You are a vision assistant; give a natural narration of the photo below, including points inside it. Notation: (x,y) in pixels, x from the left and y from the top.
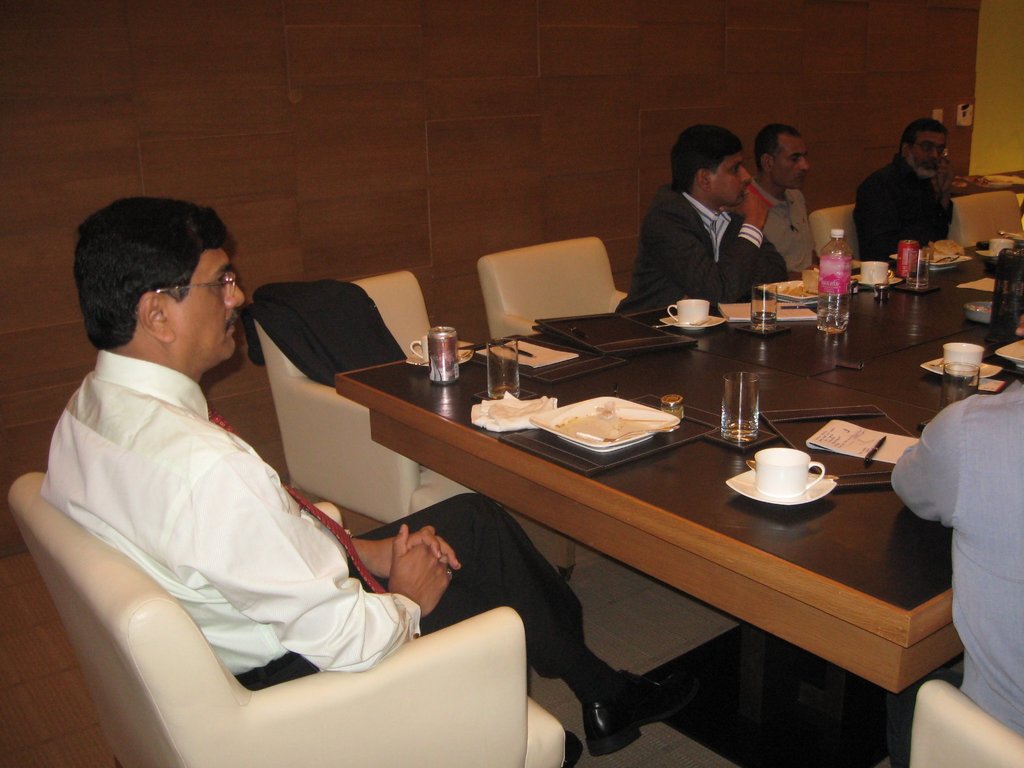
in this image i can see a man (356,616) sitting on the chair (315,700). right to him there is a table (799,384) which has cups (764,483), saucers (749,486), plates (635,422), glasses (741,406), papers (843,446), pen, water bottle (834,286) and other men (717,252) sitting.
